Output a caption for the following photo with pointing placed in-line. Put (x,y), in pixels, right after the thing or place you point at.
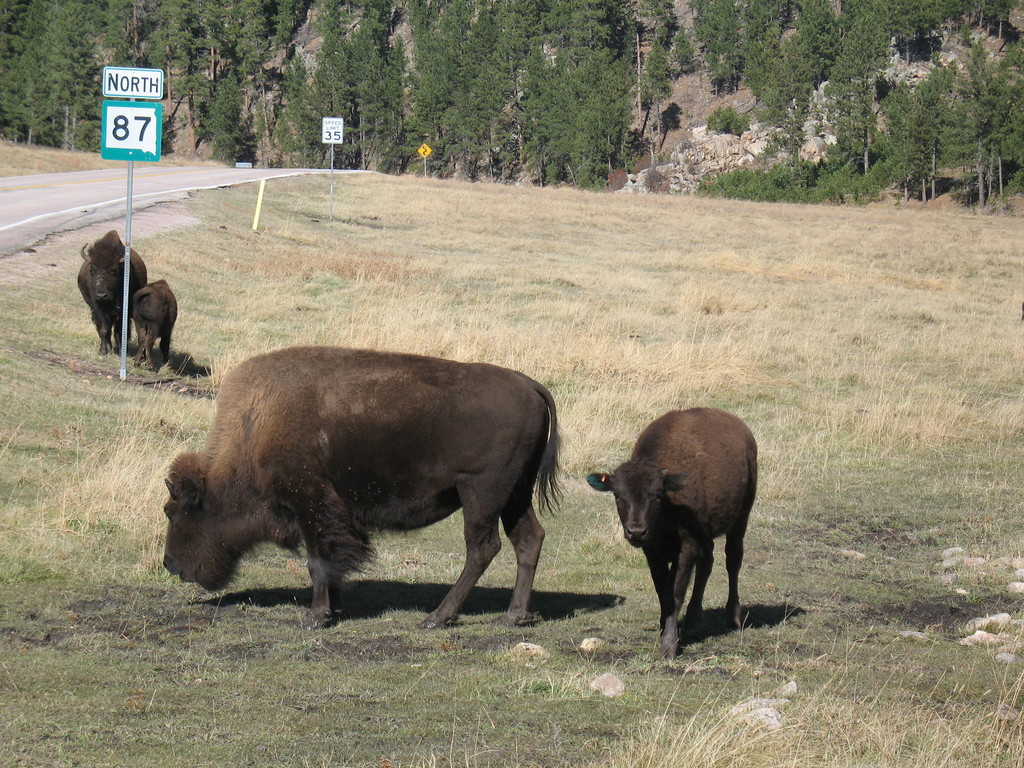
This image of buffaloes (323,409) walking on the ground (280,581). At the bottom (875,659), there is grass (841,342). In the background (280,70), there are plants (595,24) and trees (356,104). To the left (65,208), there is a road (60,231).
